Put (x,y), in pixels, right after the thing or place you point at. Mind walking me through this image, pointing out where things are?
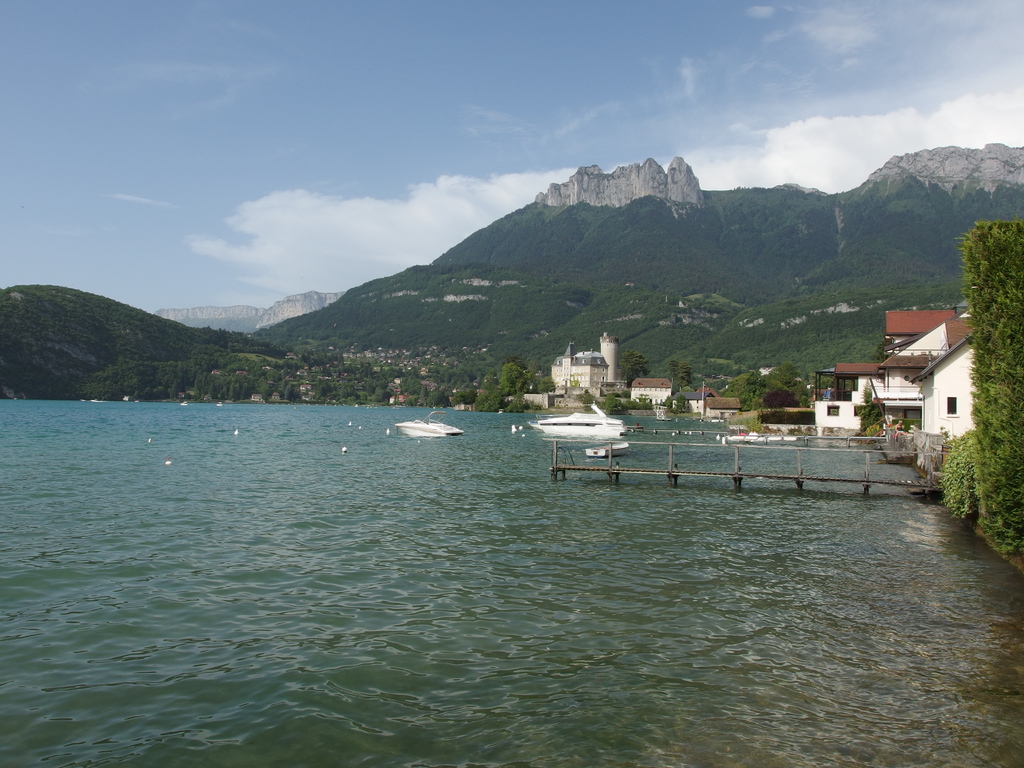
This picture might be taken from outside of the city. In this image, in the middle (563,424), we can see a boat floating in the water (415,510). On the right side (1017,401), we can see some plants (1016,321), trees (991,447), houses (968,430), we can also see a bridge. In the background (394,405), we can see some boats (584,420), buildings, trees (617,399), plants (802,304), rocks (190,312). At the top (433,83), we can see a sky (473,71), at the bottom (226,577) there is a water (480,615) in a lake (333,565).
